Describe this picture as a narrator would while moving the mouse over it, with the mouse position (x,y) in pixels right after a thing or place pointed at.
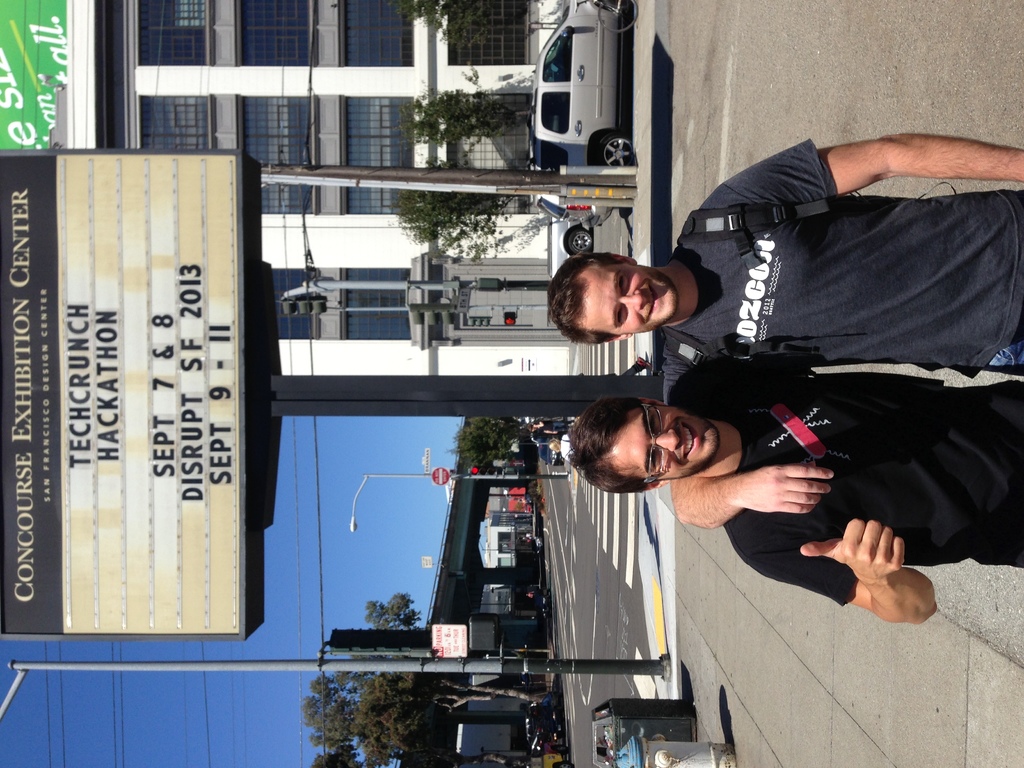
In this picture we can see two men (764,371) are standing and smiling in the front (742,348), in the background (520,277) there is a building (336,141), trees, vehicles (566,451), a bridge (451,556), trees (473,459) and poles (376,666), there is a board (131,339) in the middle (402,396), we can see some text (73,325) on the board (144,387), at the bottom (650,756) there is a water hydrant (665,756), there is the sky (379,496) in the background (354,470).
